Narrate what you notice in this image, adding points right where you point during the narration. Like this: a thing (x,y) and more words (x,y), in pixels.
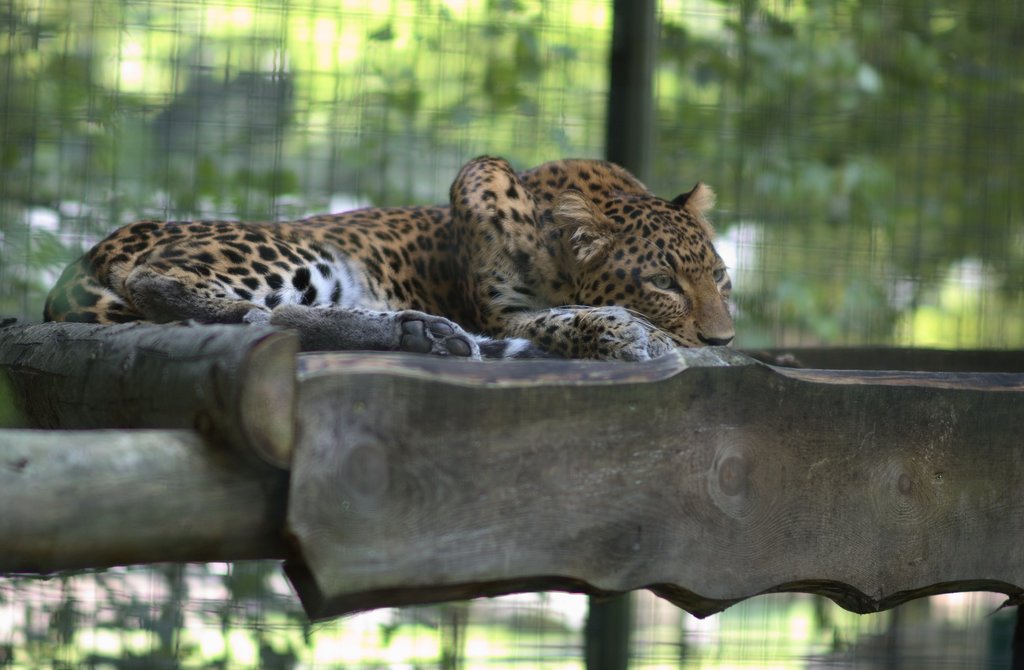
In this image I see a leopard (457,220) which is lying on the wooden thing (350,405) and I see that it is blurred in the background (291,641).
